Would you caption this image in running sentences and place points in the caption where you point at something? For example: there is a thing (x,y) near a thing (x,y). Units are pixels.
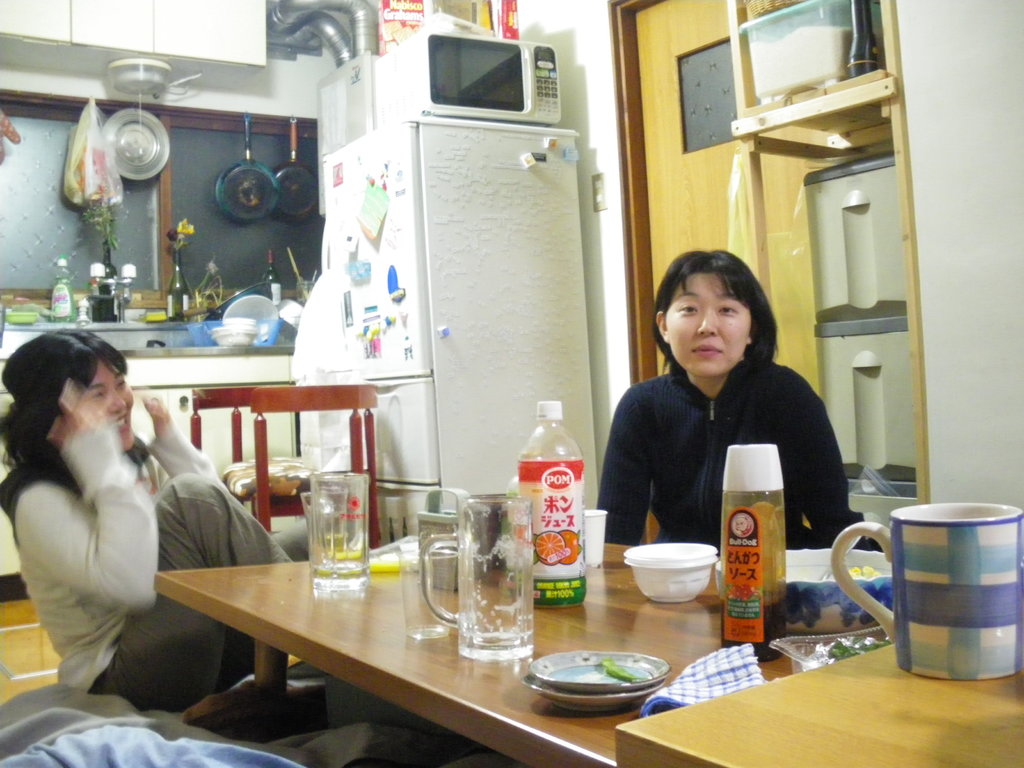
In this Picture we can see inner view of the kitchen (634,345) in which two woman (666,453) are sitting on the floor (405,735), In front (564,696) we have dining table (517,726) on which sauce bottle (750,545), cup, saucer (587,680) and glasses (487,570). Behind we can see the refrigerator (446,357) and oven (488,90) on it, Beside we have kitchen top (145,346) with pan (271,203) hanging and sink (144,325). On the top (182,51) we have door cabinet (214,28) and insulated pipes (369,15).
